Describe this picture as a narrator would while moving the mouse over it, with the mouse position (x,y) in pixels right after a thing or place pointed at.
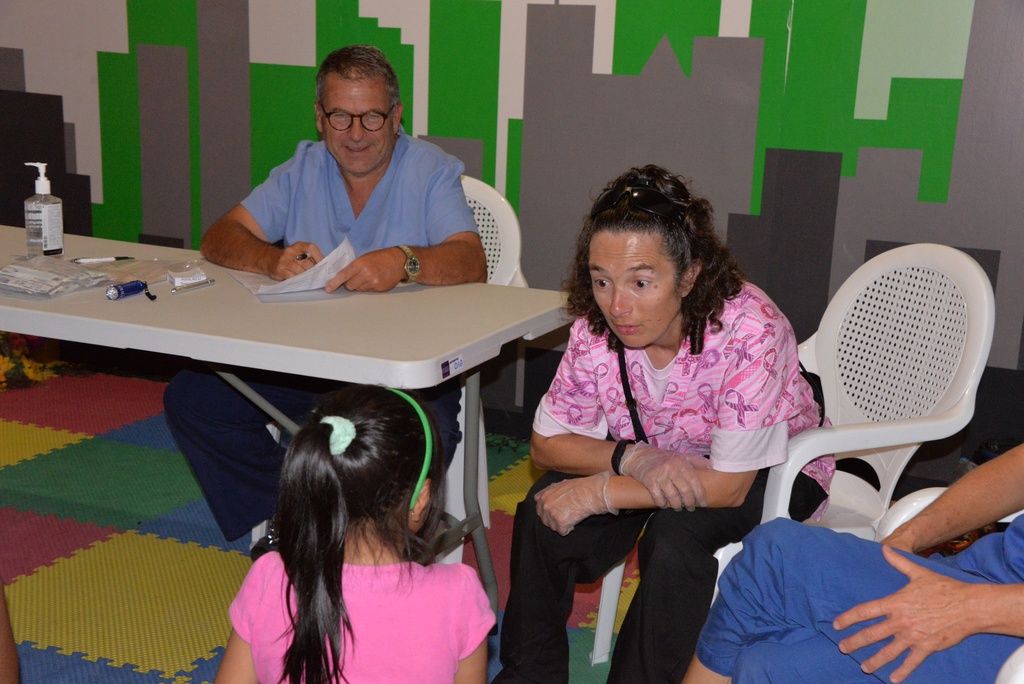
In this image I see 3 persons (667,605) sitting on the chairs (454,462) and there is a child (435,458) over here and I can also see a table (476,386) and there are few things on it.
